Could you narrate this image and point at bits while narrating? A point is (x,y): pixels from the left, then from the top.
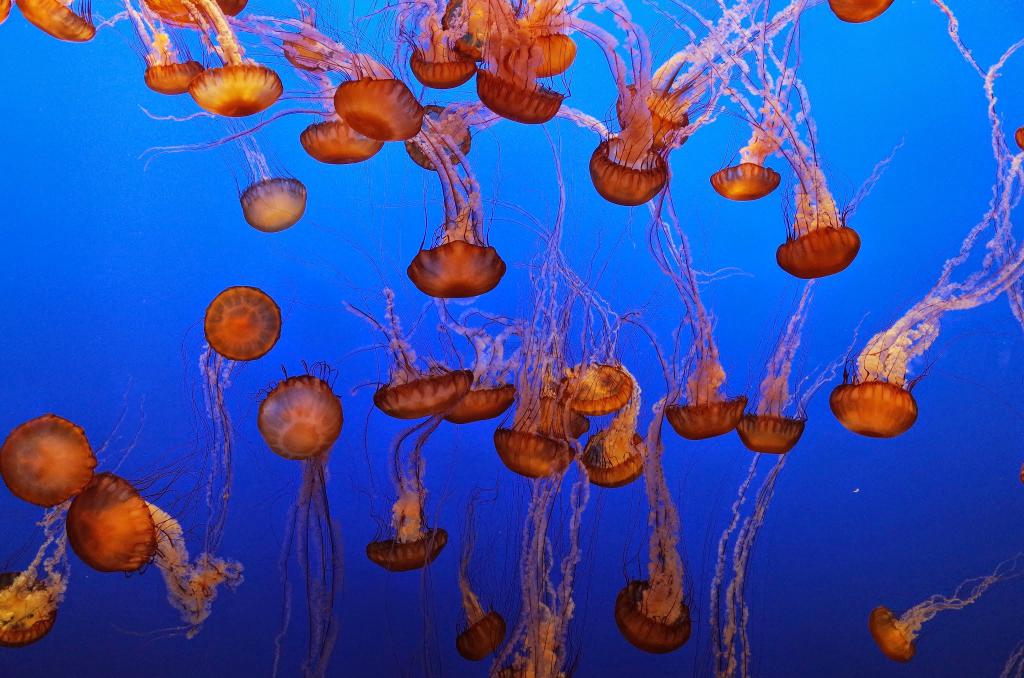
There are many jellyfishes (488,378) in the water (378,351).
